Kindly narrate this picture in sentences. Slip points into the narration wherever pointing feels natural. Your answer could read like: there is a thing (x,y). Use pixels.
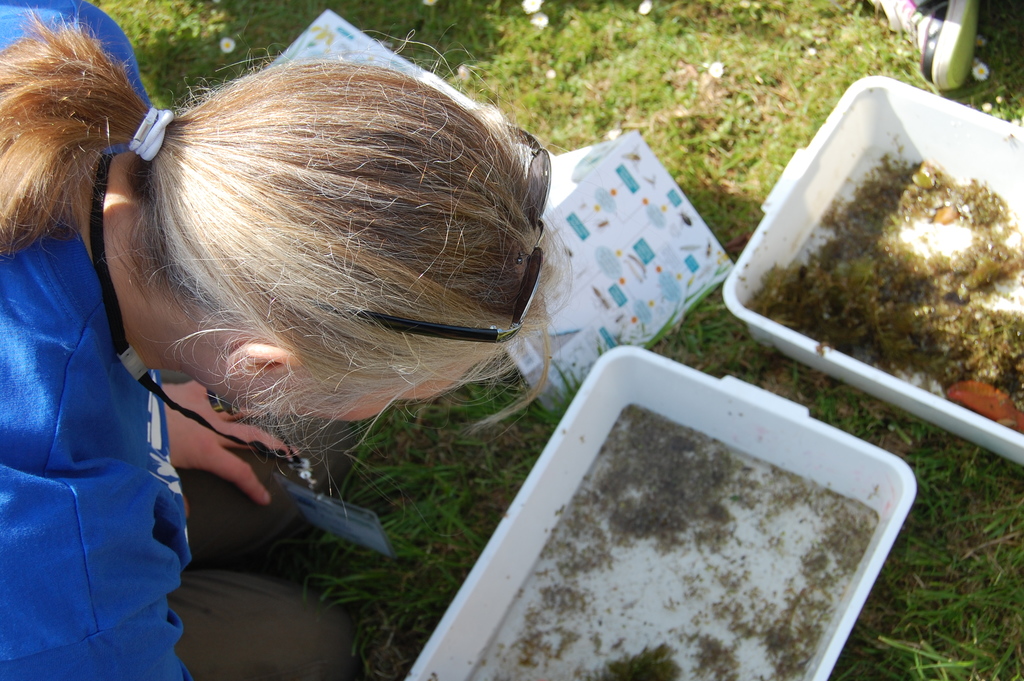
In this image I can see a person (262,376) wearing blue shirt (126,439), brown pant (202,530). In front (748,513) I can see two trays (753,529) in white color and the grass (690,121) is in green color.
